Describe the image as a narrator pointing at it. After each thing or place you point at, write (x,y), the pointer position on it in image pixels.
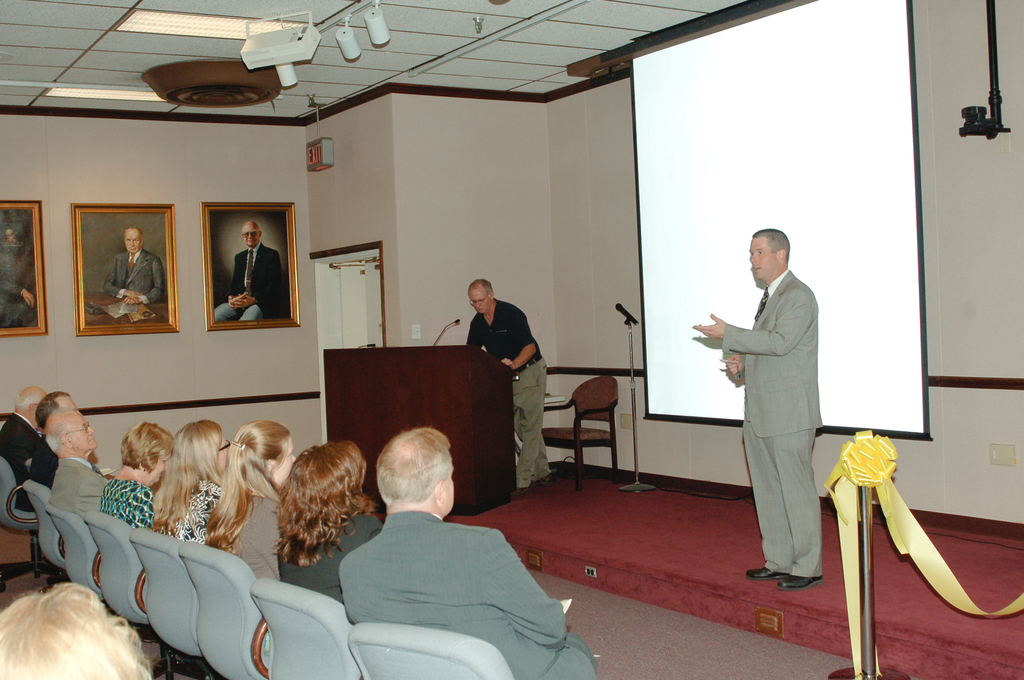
The picture is taken inside a hall (824,659) where one man (810,471) is standing on the stage (623,492) in a grey suit (752,394) and behind him there is one screen (919,373) and in the middle of the picture (527,387) one person (525,371) is standing in front of the podium (495,420) and there is a chair (578,427) and there is one door (344,265) and there are people (385,569) sitting in the chairs (261,609) and beside them there is a wall (183,371) and some photographs (267,237) on it and there is one exit sign board (330,145).
